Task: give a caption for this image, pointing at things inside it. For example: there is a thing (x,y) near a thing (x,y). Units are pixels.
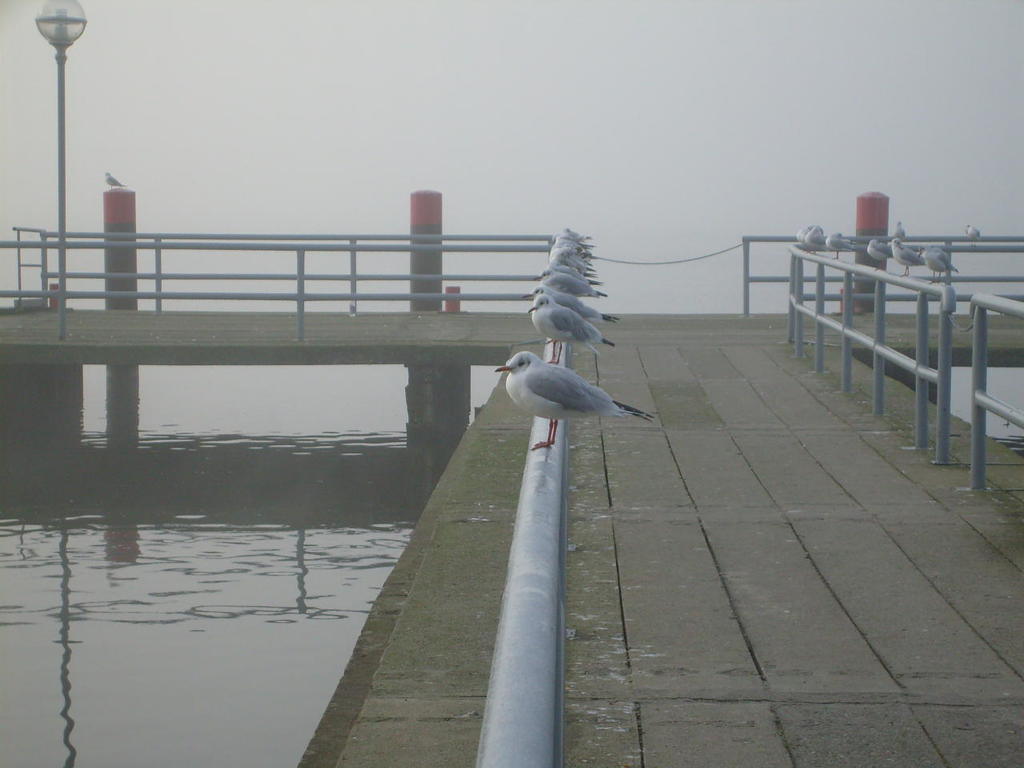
In this picture there are birds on the railing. In the foreground (621,369) there is a bridge (651,392) and there is a railing (977,469) and pole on the bridge (83,327). At the bottom (159,754) there is water (182,610).
